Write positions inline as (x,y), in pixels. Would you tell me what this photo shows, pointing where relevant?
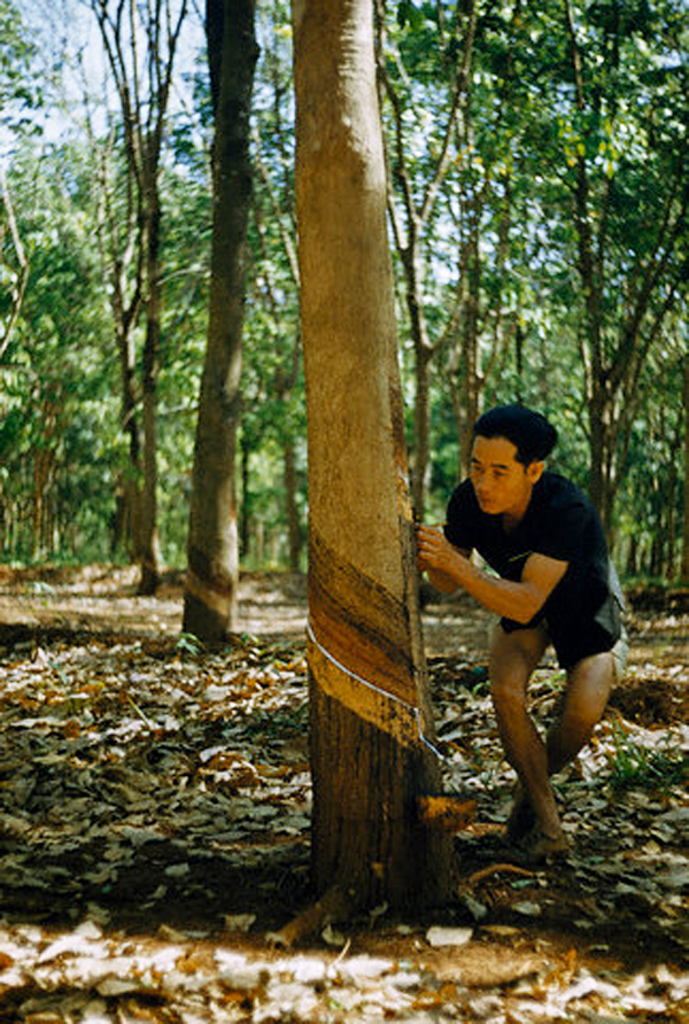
In this picture there is a man (516,501) standing and holding the object (418,530). At the back (286,344) there are trees (149,60). At the top (168,38) there is sky (183,27). At the bottom (171,955) there is ground (359,925) and there are dried leaves (178,784).
